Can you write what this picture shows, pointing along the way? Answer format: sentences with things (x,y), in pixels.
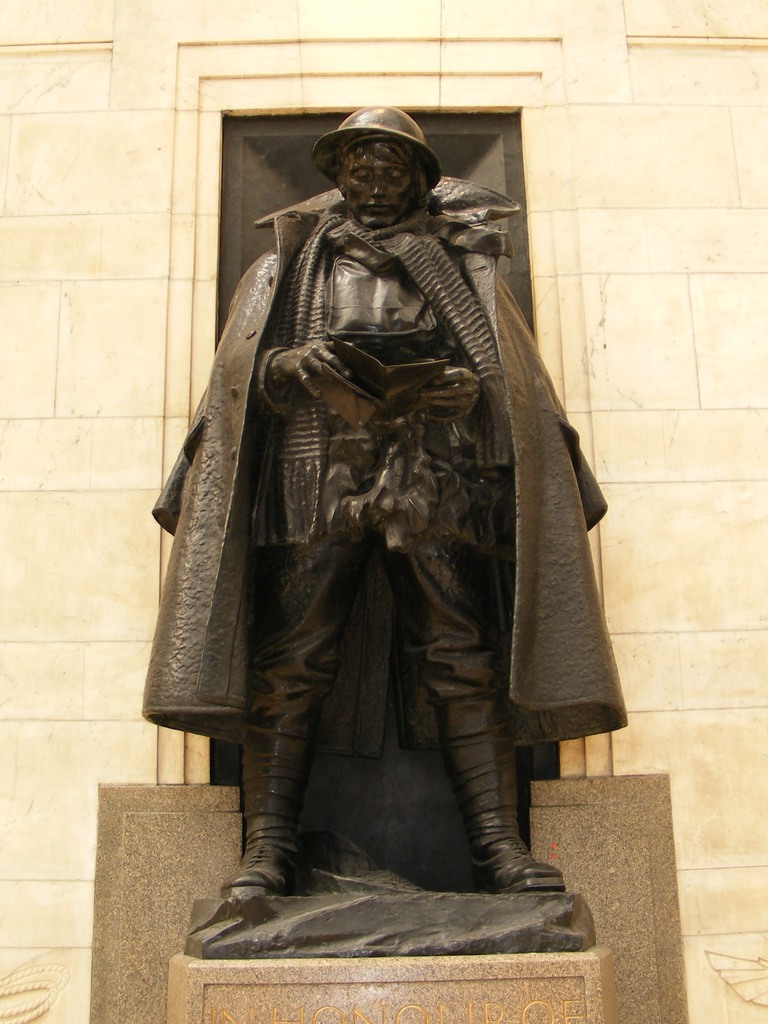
In this picture we can see sculpture (330,738) on the platform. In the background of the image (644,175) we can see wall (718,688).
